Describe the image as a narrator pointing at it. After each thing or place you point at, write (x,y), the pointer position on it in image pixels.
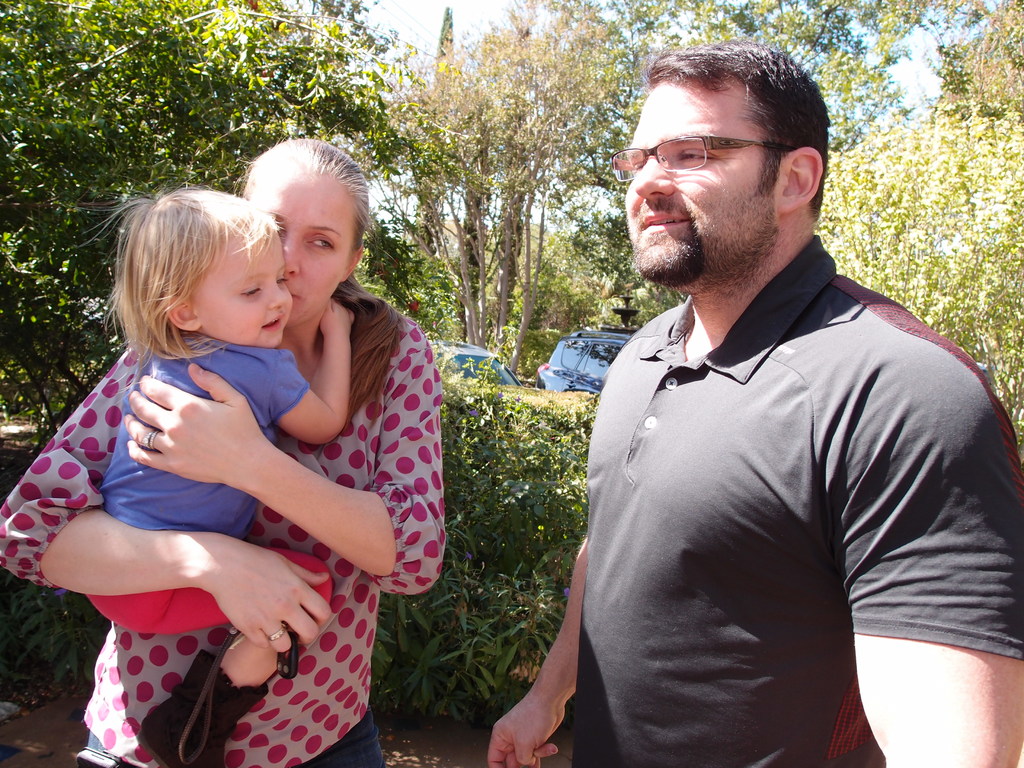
This picture is clicked outside. On the right (741,254) we can see a man (751,277) wearing black color t-shirt (715,519) and seems to be standing. On the left (237,333) we can see a person (358,524) carrying a kid (269,411) and holding some object (291,668) and standing. In the background (537,180) we can see the sky (428,15), trees (446,117), vehicles (584,365), plants (509,423) and some other objects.
